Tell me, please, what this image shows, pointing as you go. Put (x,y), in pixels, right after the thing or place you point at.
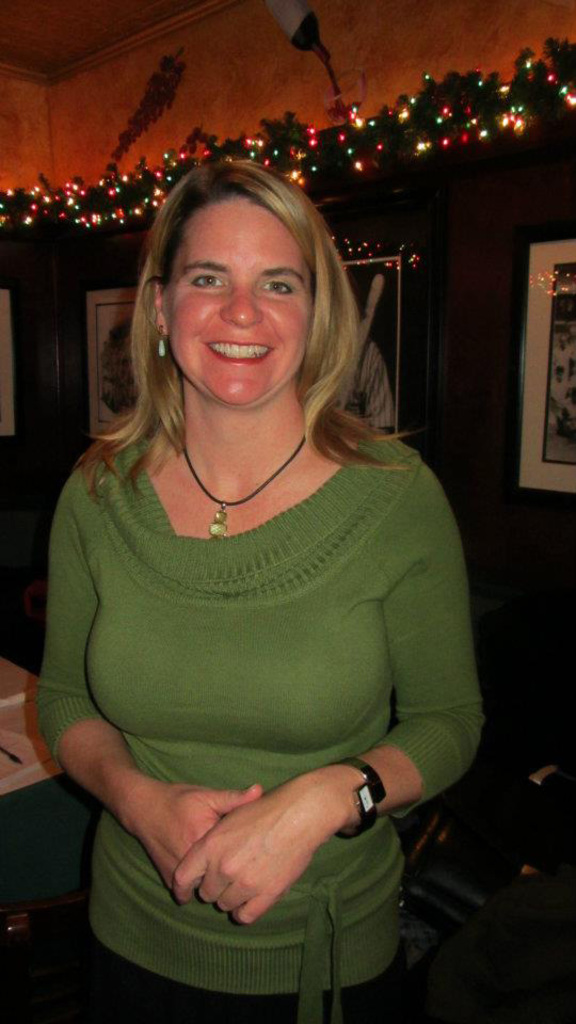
This image is taken indoors. In the background (196,85) there is a wall (271,78) with a few picture frames (88,381) on it and there are a few decorative items (334,154) and rope lights (359,165) on the wall (366,39). At the top of the image (78,31) there is a ceiling (81,22). In the middle of the image (203,586) a woman (181,814) is standing and she is with a smiling face (251,295).
